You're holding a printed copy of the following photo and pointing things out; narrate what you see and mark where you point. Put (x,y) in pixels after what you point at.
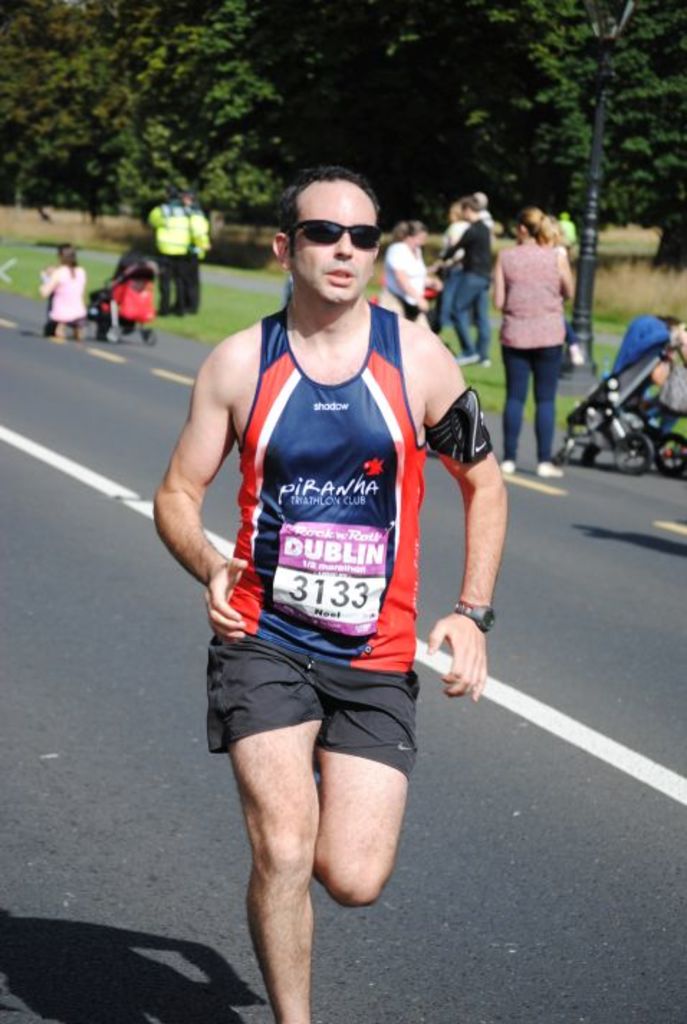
As we can see in the image there is a man (326,548) who is running on the road (52,945). He is wearing black glasses (358,238) and wrist watch (470,610). Behind him there are people (191,234) who are standing on the road (88,348) and on the grass (207,288). Beside it there is lot of trees (429,135) and on the grass (210,303) there is a street lamp pole (587,278).
